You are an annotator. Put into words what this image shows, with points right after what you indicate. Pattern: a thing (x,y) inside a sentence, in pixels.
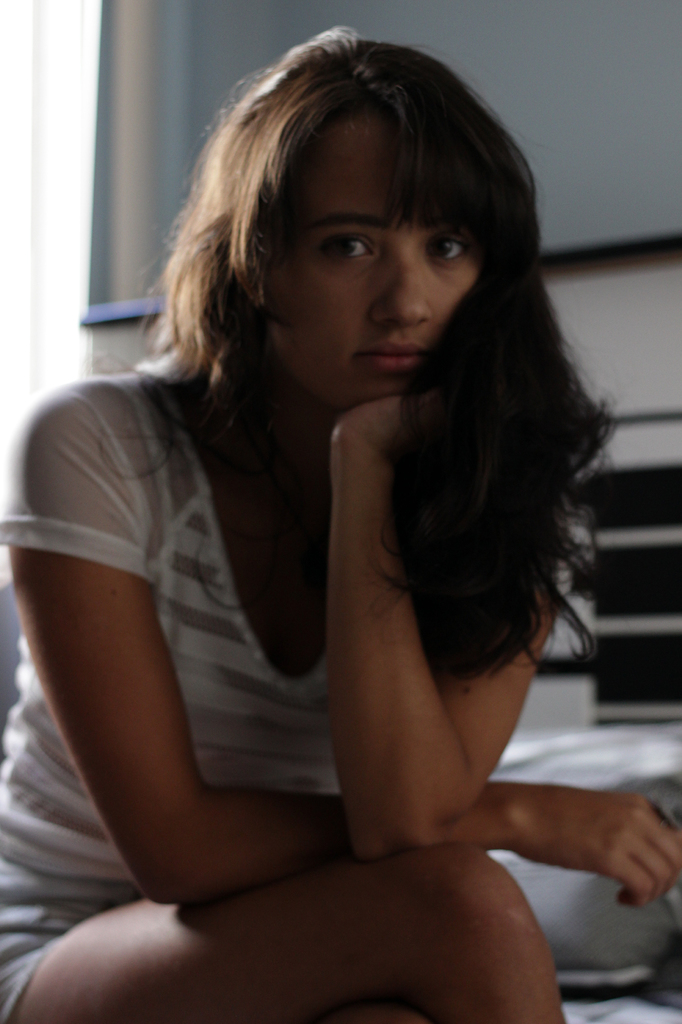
In this image we can see a lady (216,643). She is sitting. In the background (648,434) it is blur. And there is a wall (223,59).
